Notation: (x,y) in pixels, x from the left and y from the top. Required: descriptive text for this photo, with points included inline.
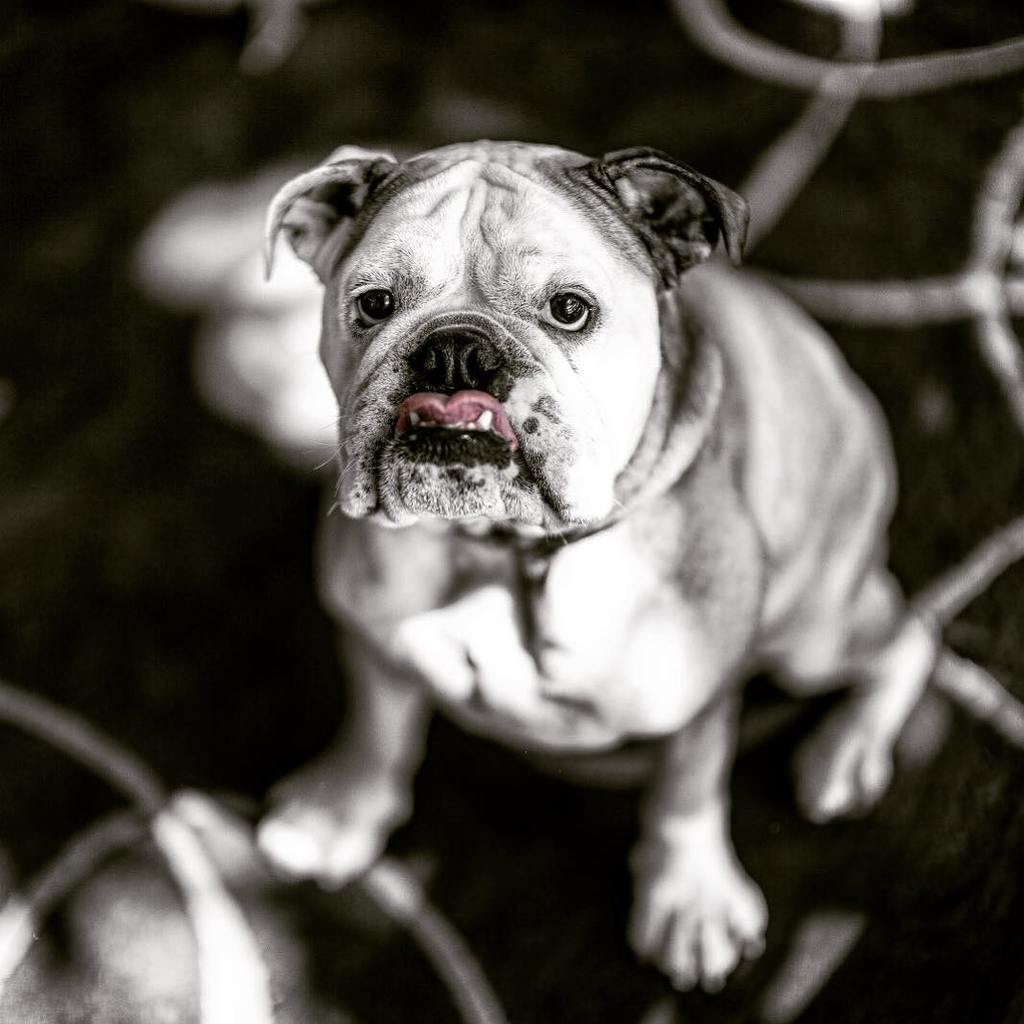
In the image in the center (514,373) we can see one dog (497,454), which is in white and black color.
